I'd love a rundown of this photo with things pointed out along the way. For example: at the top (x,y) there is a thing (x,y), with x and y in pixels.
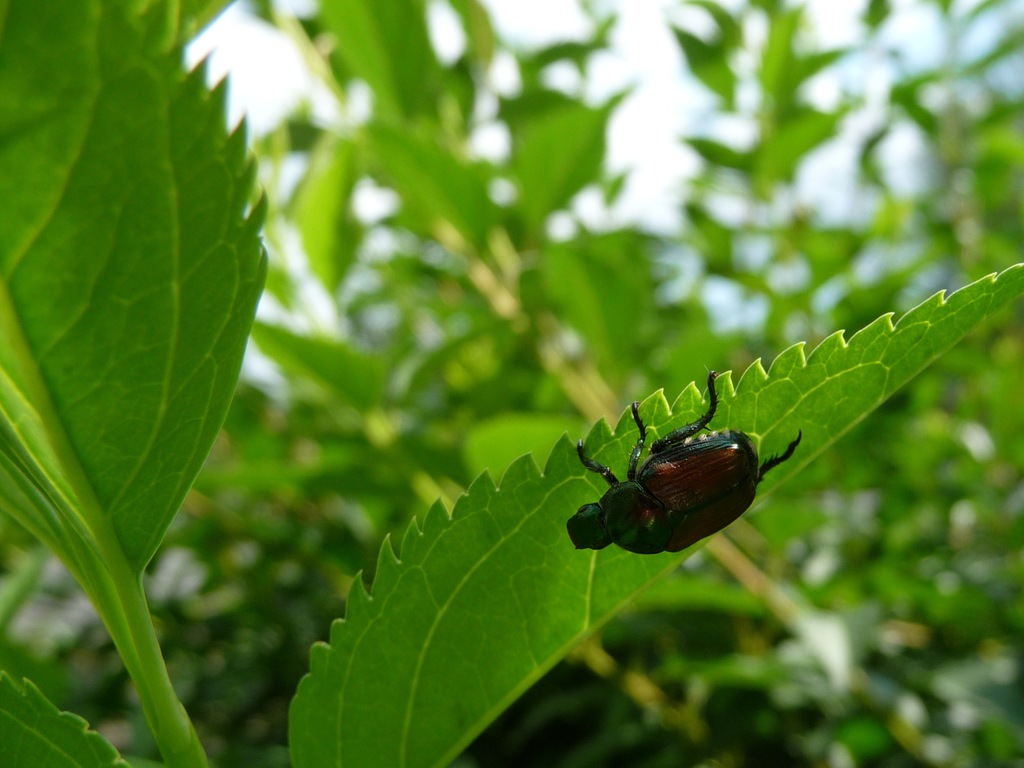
In the foreground of the picture (462,565) there are leaves (497,586). In the center (660,451) there is an insect (628,508) on the leaf (506,486). In the background (661,274) there is greenery (726,260).
